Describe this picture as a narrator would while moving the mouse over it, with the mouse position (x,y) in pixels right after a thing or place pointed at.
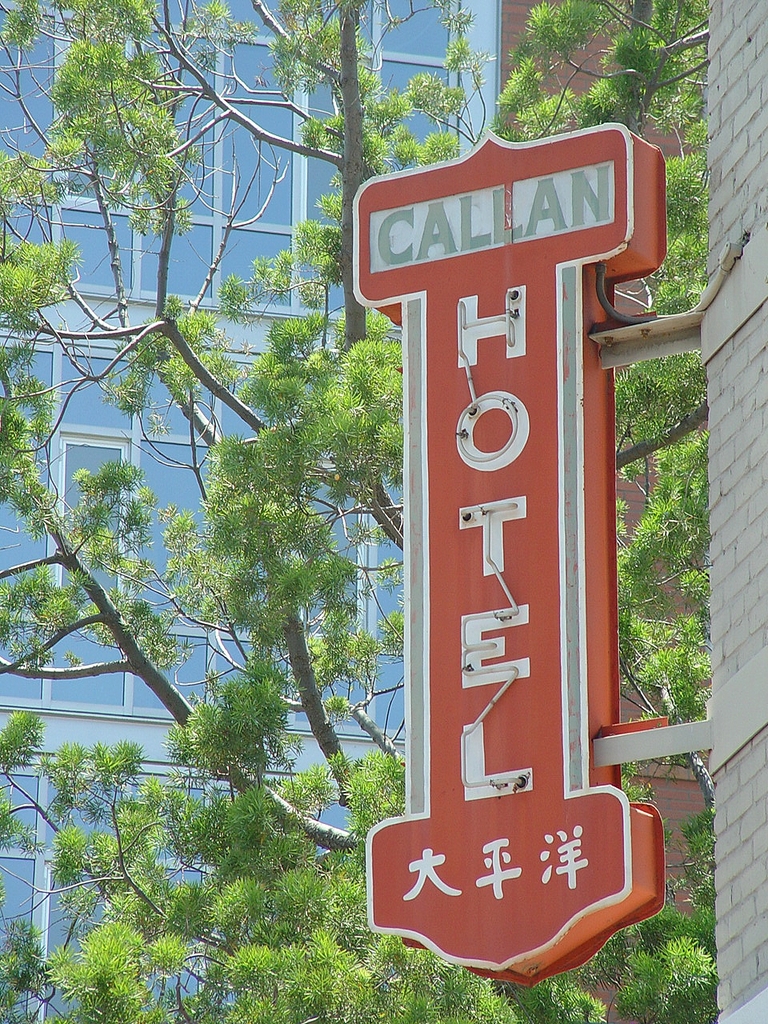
In this image I can see there is the board (597,636) in red color and there is a tree (689,28). On the left side (170,498) there is the glass building (26,865).
